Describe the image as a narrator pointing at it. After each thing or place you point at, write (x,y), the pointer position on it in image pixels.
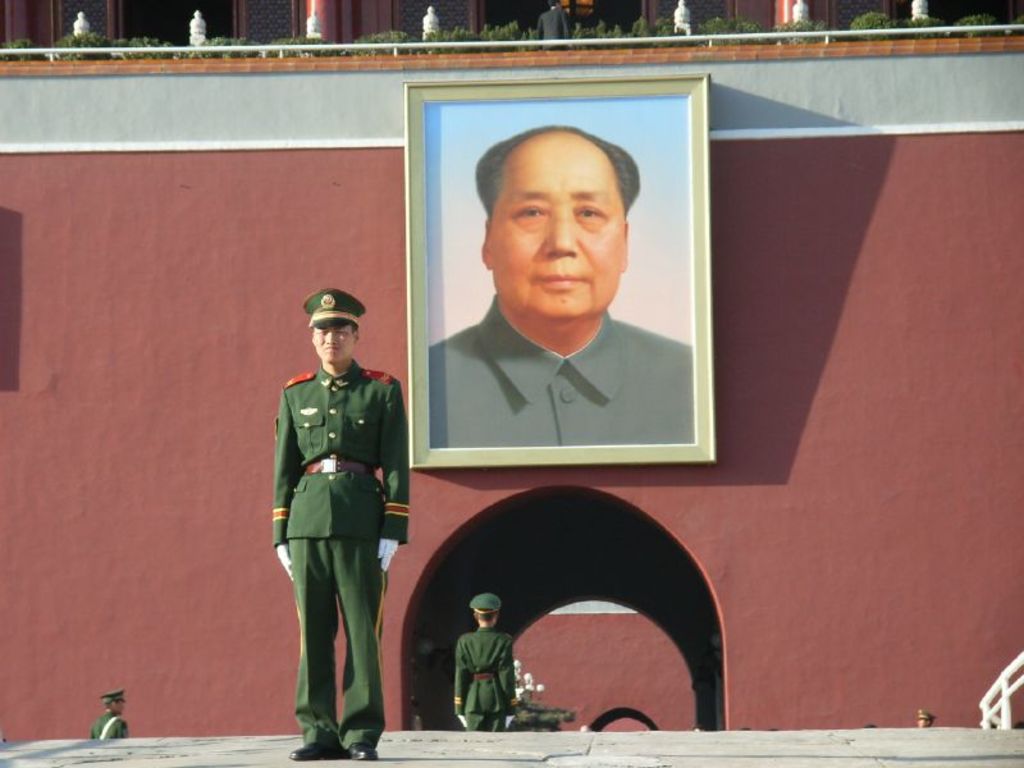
In this image in the front (398,487) there is a person (339,528) standing. In the center (569,392) there are persons (493,681), there is a frame (589,345) on the wall (954,698), there is a railing (1015,685) which is white in colour and on the top of the frame (547,245), there are plants (481,32) and there are objects (314,35) which are white in colour and there is a person (558,21) visible.
